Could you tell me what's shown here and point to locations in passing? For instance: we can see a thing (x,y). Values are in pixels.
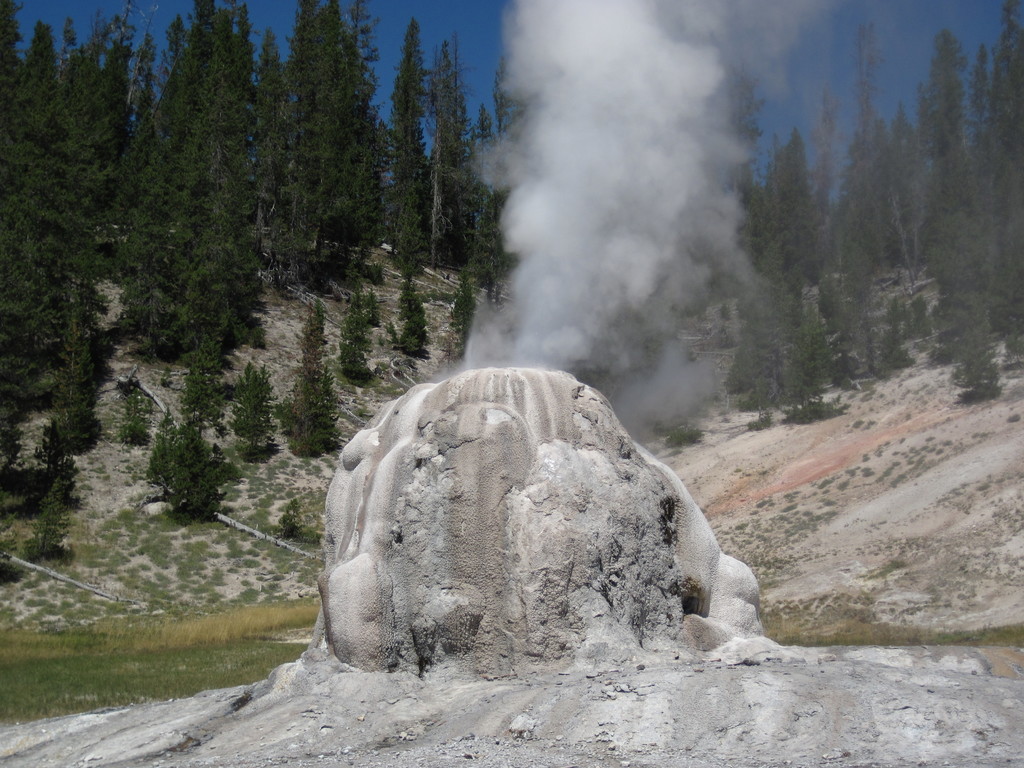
In this image I can see mountains (912,430), smoke (641,177), grass (247,645), trees (284,282) and the sky (428,15). This image is taken near the mountains (974,601) during a day.
